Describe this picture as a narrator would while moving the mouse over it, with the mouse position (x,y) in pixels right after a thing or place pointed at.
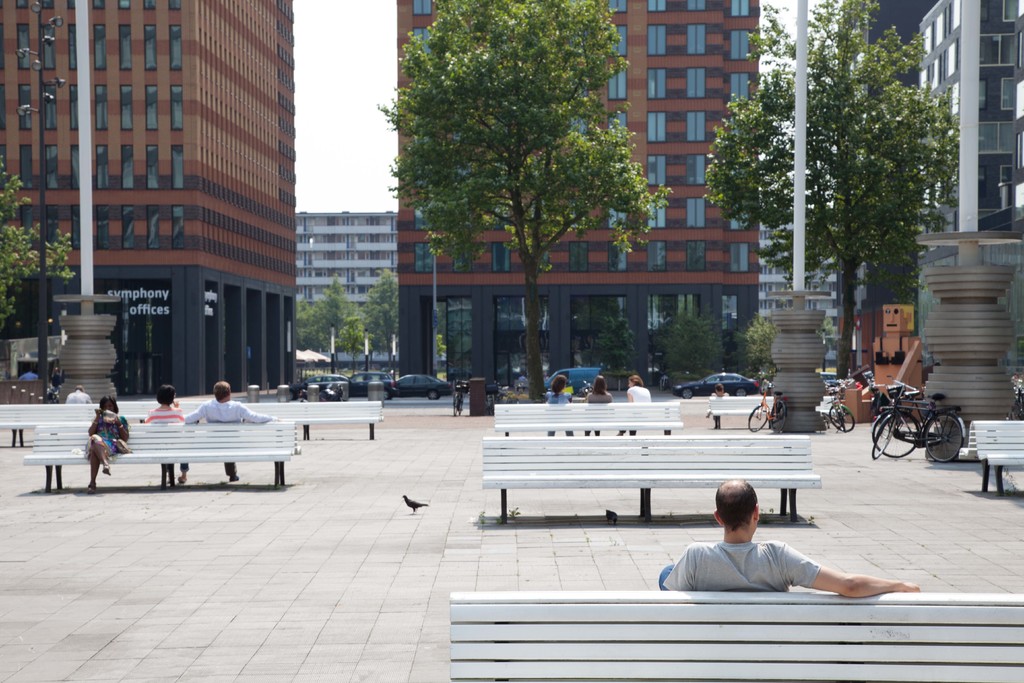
In this image we can see these people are sitting on the wooden benches (622,453), we can see bicycles (933,434) parked here, we can see birds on the ground (435,534), we can see vehicles (340,383) moving on the road (512,400), we can see light poles (968,176), trees (848,104), tower buildings (572,263) and the sky (315,198) in the background (483,40).
